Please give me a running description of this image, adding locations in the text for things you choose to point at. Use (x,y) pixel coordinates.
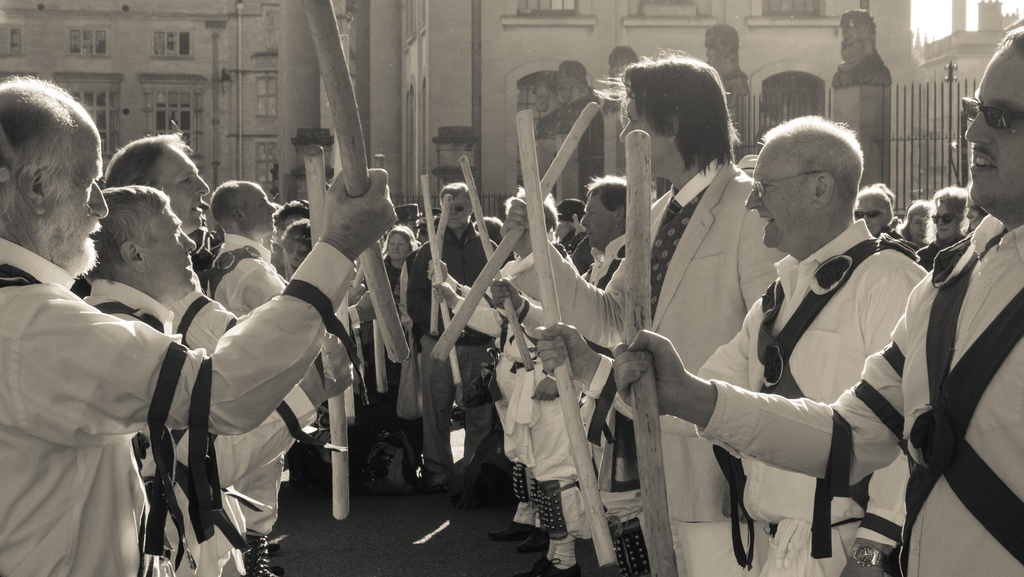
This is a black and white image. People (102,365) are standing holding sticks (650,244). There are buildings (750,106), fencing (765,101) and statues (860,48) at the back (855,66).
